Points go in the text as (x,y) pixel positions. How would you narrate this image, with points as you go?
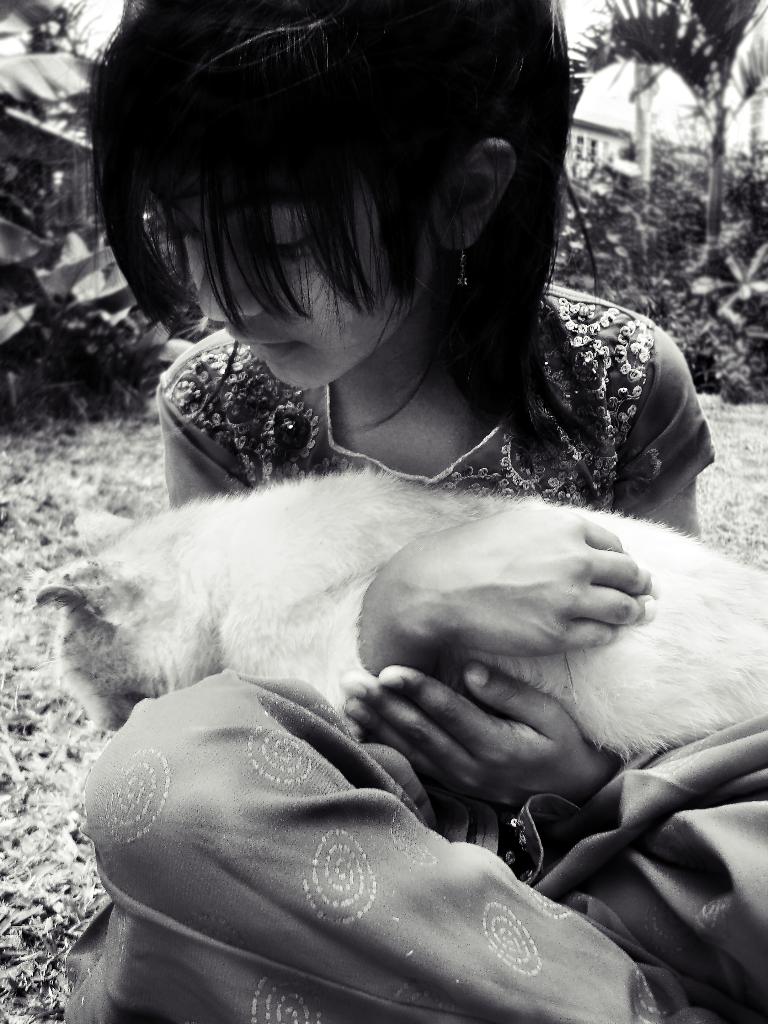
In this image I can see a girl (485,486) is holding an animal (482,504).
